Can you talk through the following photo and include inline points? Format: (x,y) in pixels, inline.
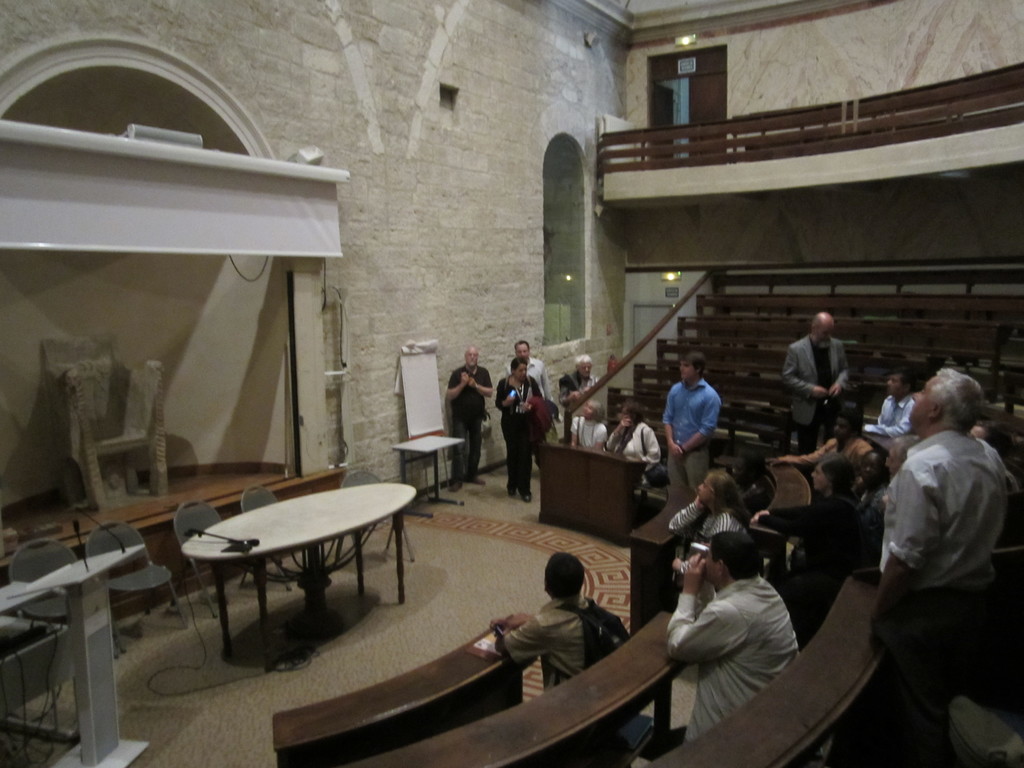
Some persons (559,558) are sitting on the benches (855,601). Some are standing. This is a room (565,444). There are table chairs (237,558) in this room (169,596). There is a board (409,378) near the wall (387,382). There is an arch (120,55).
